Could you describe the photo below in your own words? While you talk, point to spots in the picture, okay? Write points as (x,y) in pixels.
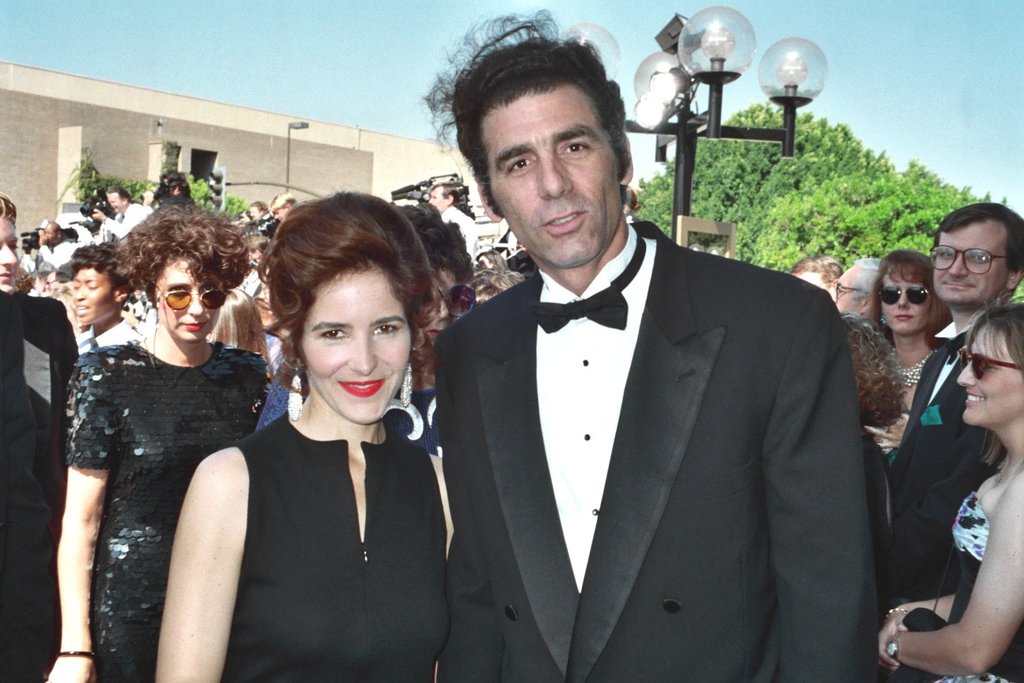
In this image, we can see a group of people (987,434). Few are wearing glasses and seeing. Here we can see few people (1006,382) are smiling. Background (672,211) we can see pole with lights (713,79), trees (693,192), house (302,183), wall (35,170). Top of the image (261,64), there is a sky (293,49).
